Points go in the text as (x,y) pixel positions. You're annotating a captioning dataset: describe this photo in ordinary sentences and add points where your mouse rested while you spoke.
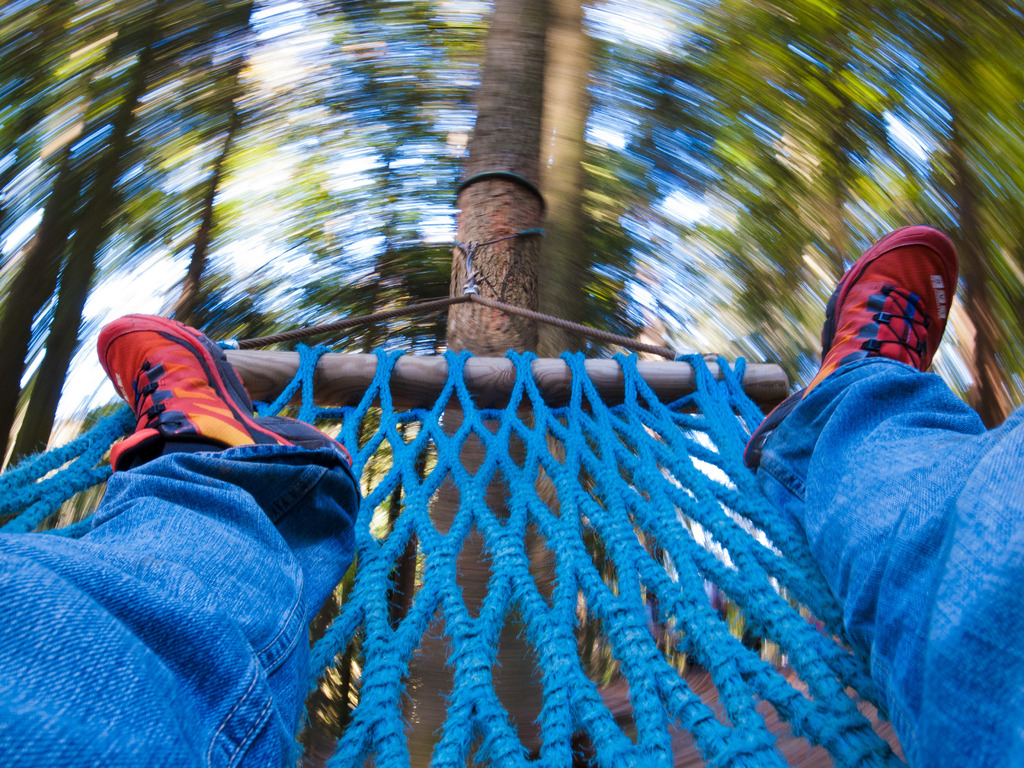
In this image we can see person's legs (878,534) on a mat (562,516) which is tied to a tree (499,216). In the background (438,217) there are trees (562,88) and sky (422,230).
